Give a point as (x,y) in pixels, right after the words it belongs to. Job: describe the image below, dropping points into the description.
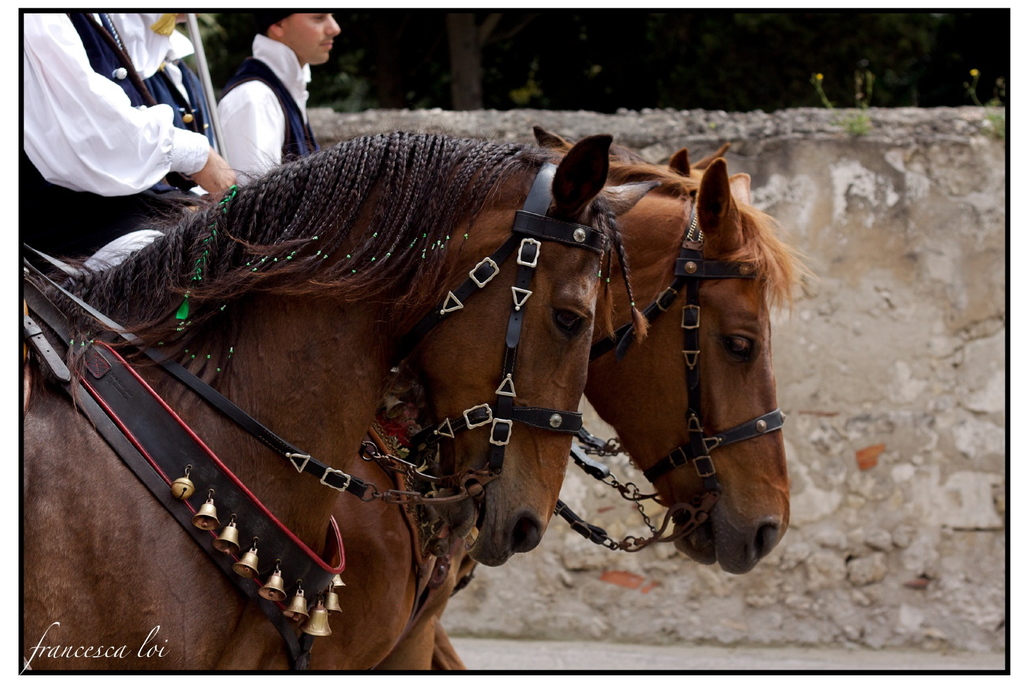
These are the two brown color horses (470,236) with bells (258,560) around their neck (231,467) and few men (270,164) are sitting on these horses (303,203) they wear black and white dress (141,191) and in the right (850,222) it's a wall (902,223) and behind the wall (757,168) there are trees (635,93).
